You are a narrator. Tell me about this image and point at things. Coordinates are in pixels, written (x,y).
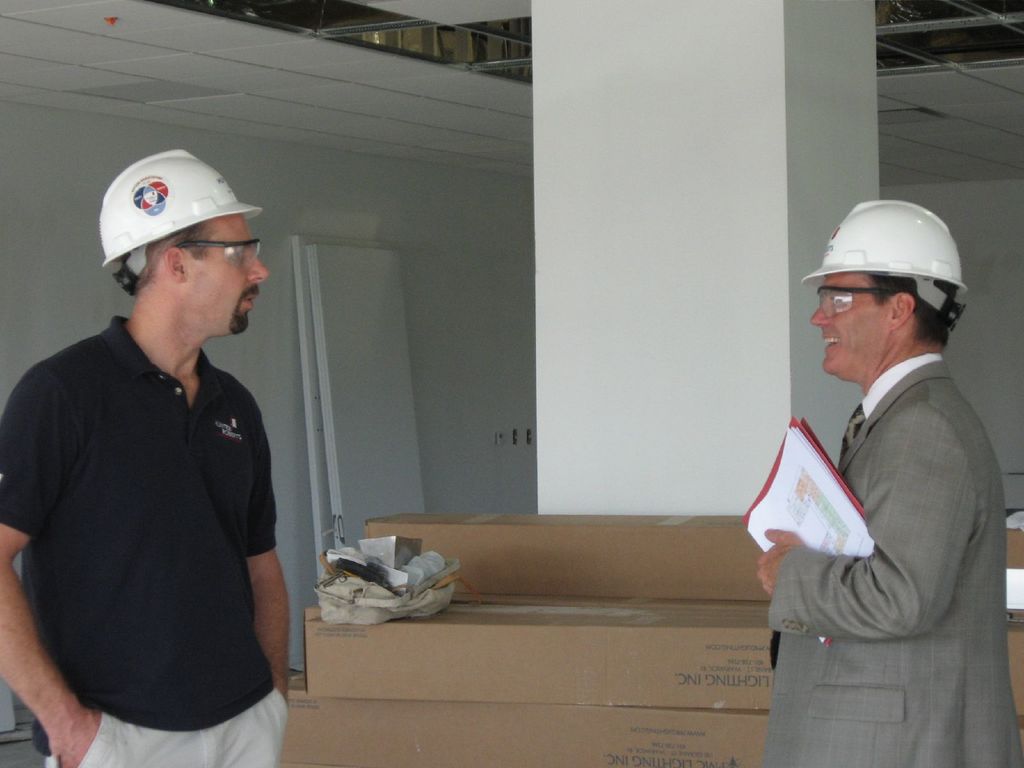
In this picture, I can see two people (828,290) towards right (958,566) a person (955,562) with wearing a jacket (913,480) and holding a few documents (781,474) and smiling and towards left (223,725) there is a person (169,463) standing and wearing a black color t shirt (230,496) behind this people (164,246) i can see a pillar (651,162) and few doors (339,403) and cardboard (494,669) and top of the cardboard (498,652). I can see few object (420,591) which are kept and also i can see ceiling (496,70).
